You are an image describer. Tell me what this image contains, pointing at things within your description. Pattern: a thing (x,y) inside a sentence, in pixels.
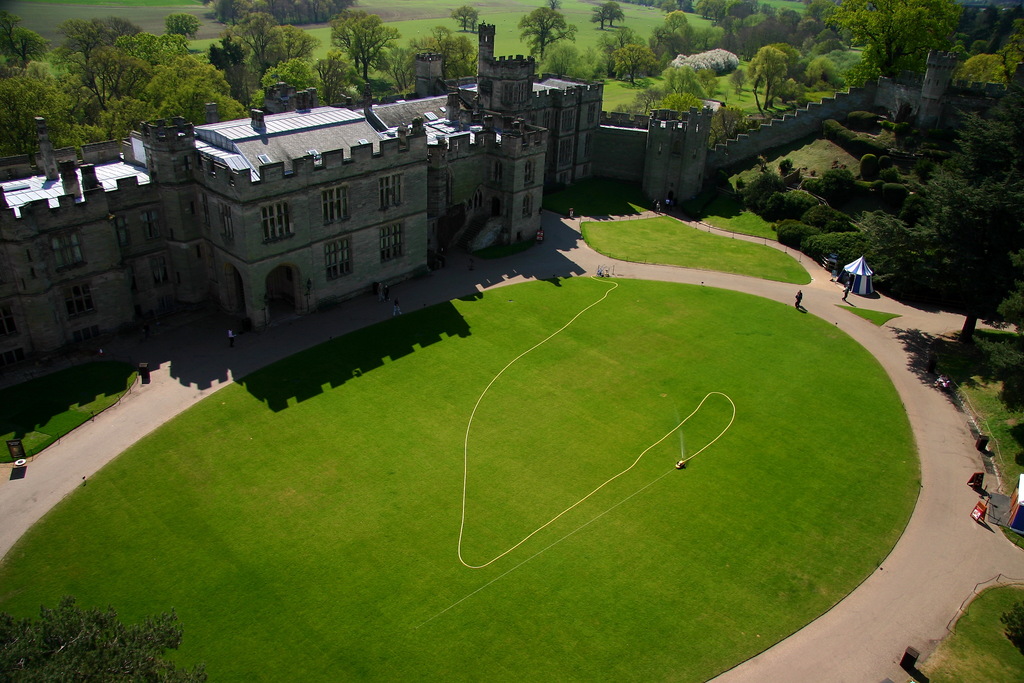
This is an aerial view. In this picture we can see the buildings (324,152), roof (295,138), windows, wall (533,146), trees (982,173), grass (426,399), tent (858,280), vehicle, boards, roads (897,556), ground (883,578) and some persons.
